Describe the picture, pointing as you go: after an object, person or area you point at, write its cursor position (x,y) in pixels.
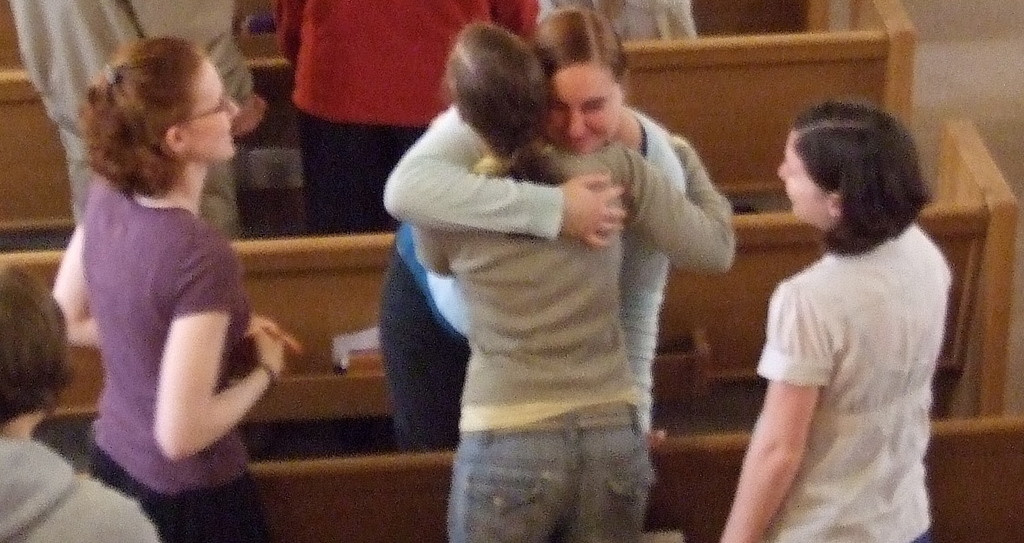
In this picture we can see a group of people (57,534) standing on the floor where two women (491,366) are hugging, wooden objects (857,90).
